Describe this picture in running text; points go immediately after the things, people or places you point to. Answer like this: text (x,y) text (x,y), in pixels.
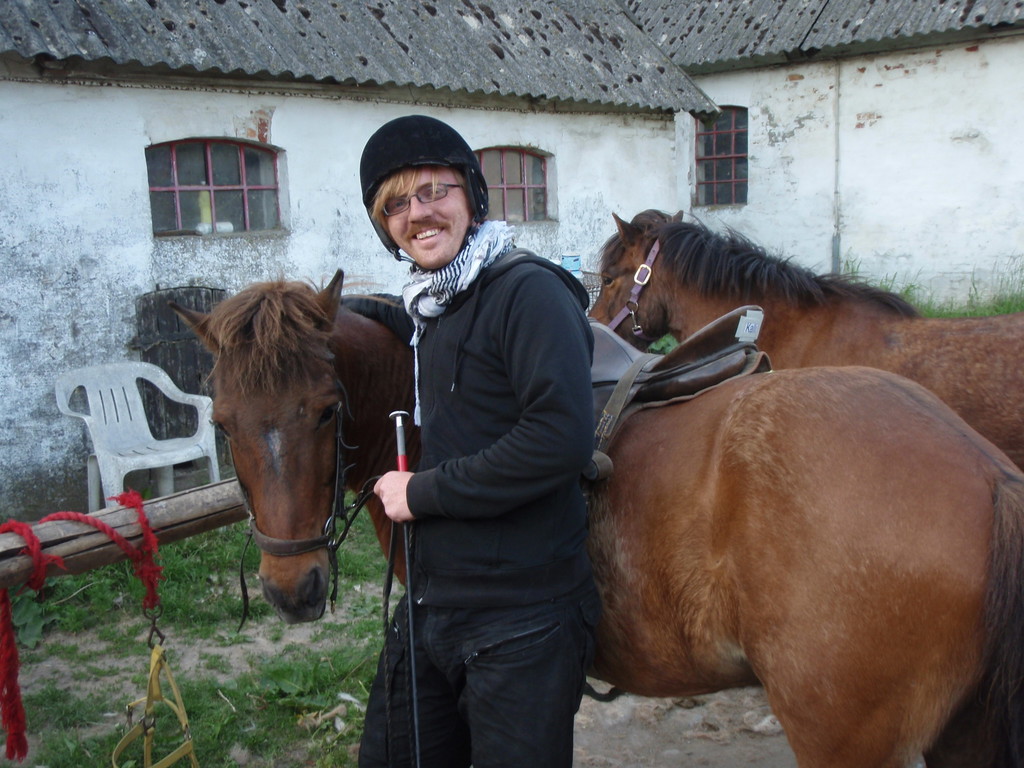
In this image there is a person (441,163) wearing scarf (427,309) and helmet (441,163). He is standing beside the horse (670,531). Right side (973,350) there is a horse (749,548). Behind there is grass (961,307). Left side (82,538) there is a wooden trunk (97,543) tied with a rope (144,520). There is a chair (165,477) on the grassland (246,692). Background (74,354) there are houses (484,120) having windows (256,203).
